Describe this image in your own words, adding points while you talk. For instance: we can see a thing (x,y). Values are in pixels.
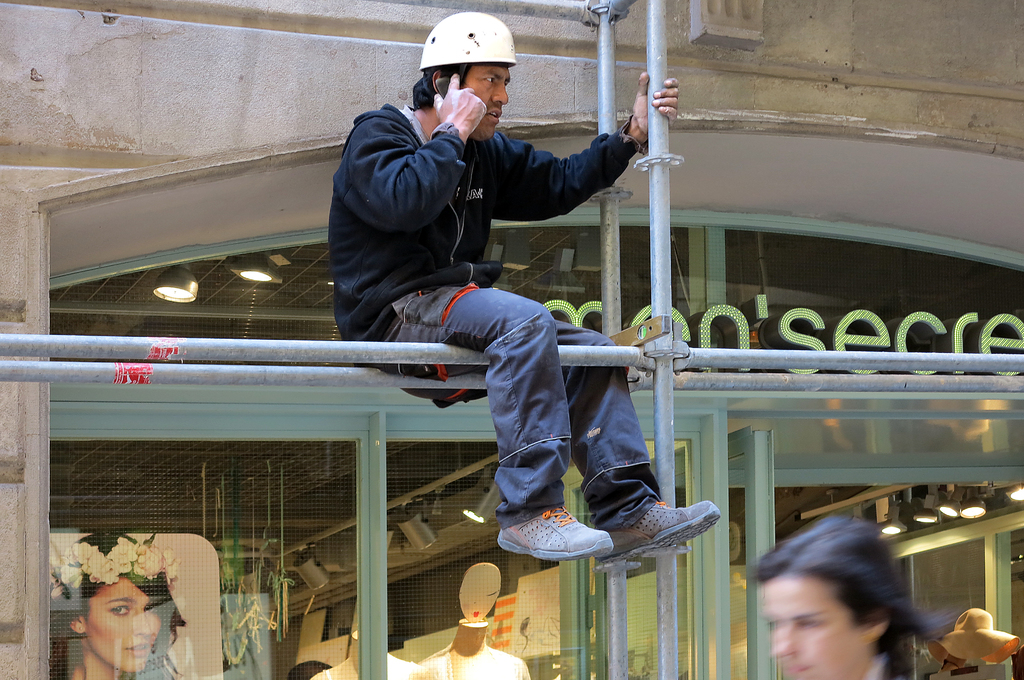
In this image in the center (533,342) there is one person (473,238) who is wearing a helmet (467,64), and he is talking in mobile (441,79) and he is sitting on poles (10,368). At the bottom (818,631) there is one person (832,610), and in the background (229,362) there is a building (798,491) and there are glass doors (153,491) through the glass doors (263,523) we could see a reflection (313,510) of mannequins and lights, image of one woman (88,599), hat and some objects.
